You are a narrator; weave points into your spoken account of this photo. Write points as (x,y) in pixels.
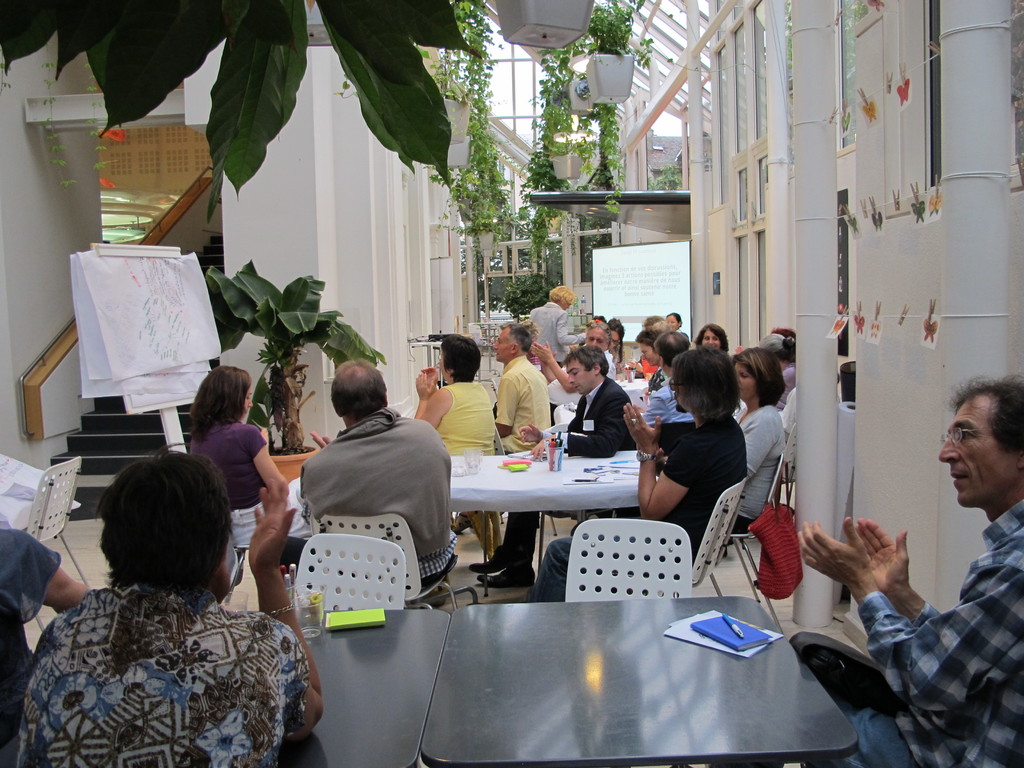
This picture describes about group of people (100,604) few (231,645) are seated on the chair (711,556) and few (556,314) are standing, and we can find books (754,640), cups (556,472) and some other objects (557,447) on the table (500,639) in front of them we can see a notice board (183,324) and couple of plants (321,344).
